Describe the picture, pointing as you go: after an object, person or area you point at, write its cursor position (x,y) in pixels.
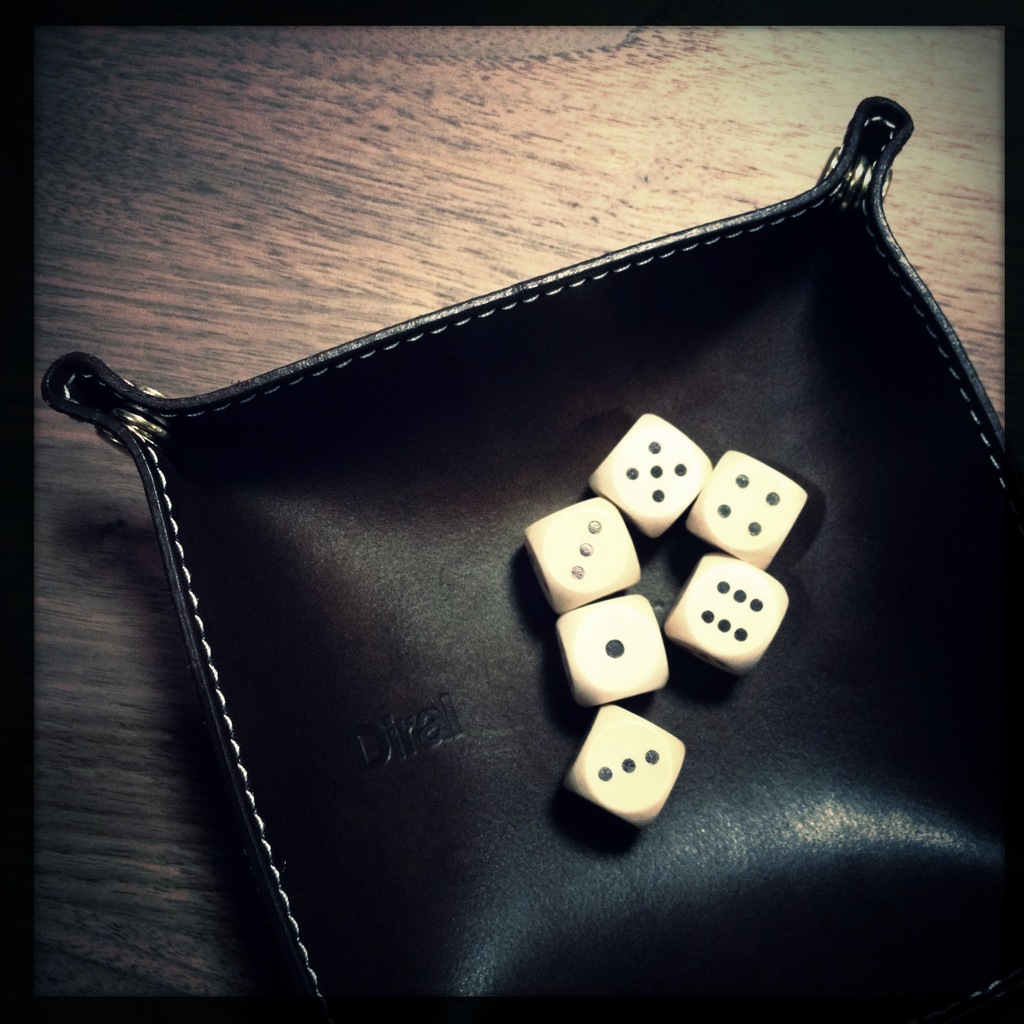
In this picture we can see six dices (624,787) placed on a black color object (648,289).
